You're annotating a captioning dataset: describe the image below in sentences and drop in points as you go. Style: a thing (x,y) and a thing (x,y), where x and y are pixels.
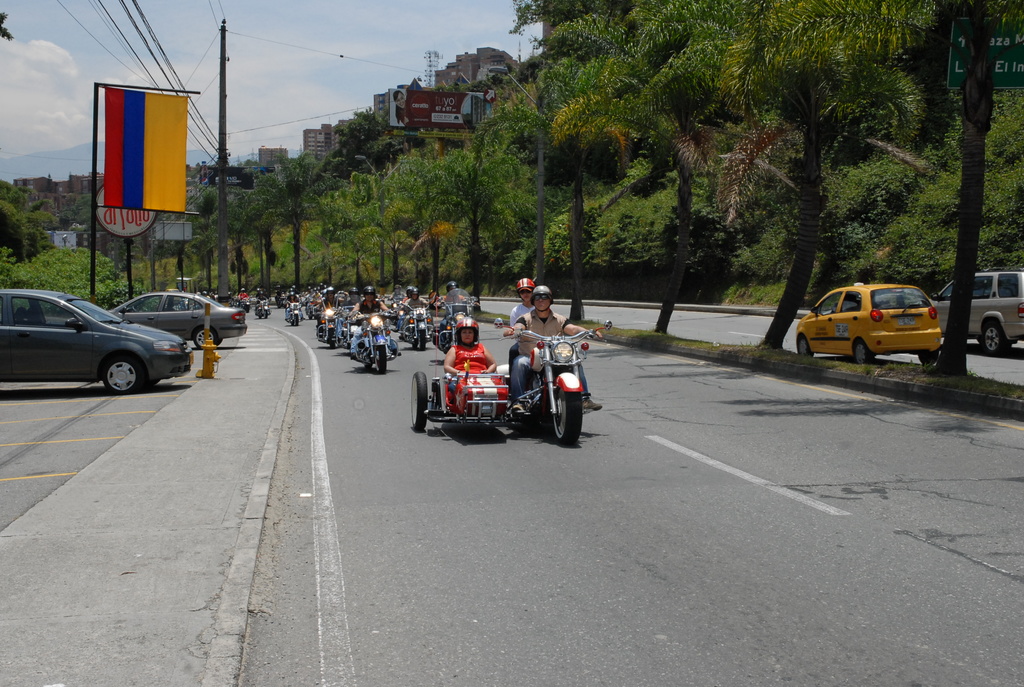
In this picture we can see a few motor bicycles (392,312) on the road (370,377). There are some cars (148,307) on the left (153,372) and right side of the image (858,288). We can see a few boards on the poles (225,140), trees (142,245) and some buildings (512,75) in the background (549,78). Few wires (132,46) are visible on top (156,43).
